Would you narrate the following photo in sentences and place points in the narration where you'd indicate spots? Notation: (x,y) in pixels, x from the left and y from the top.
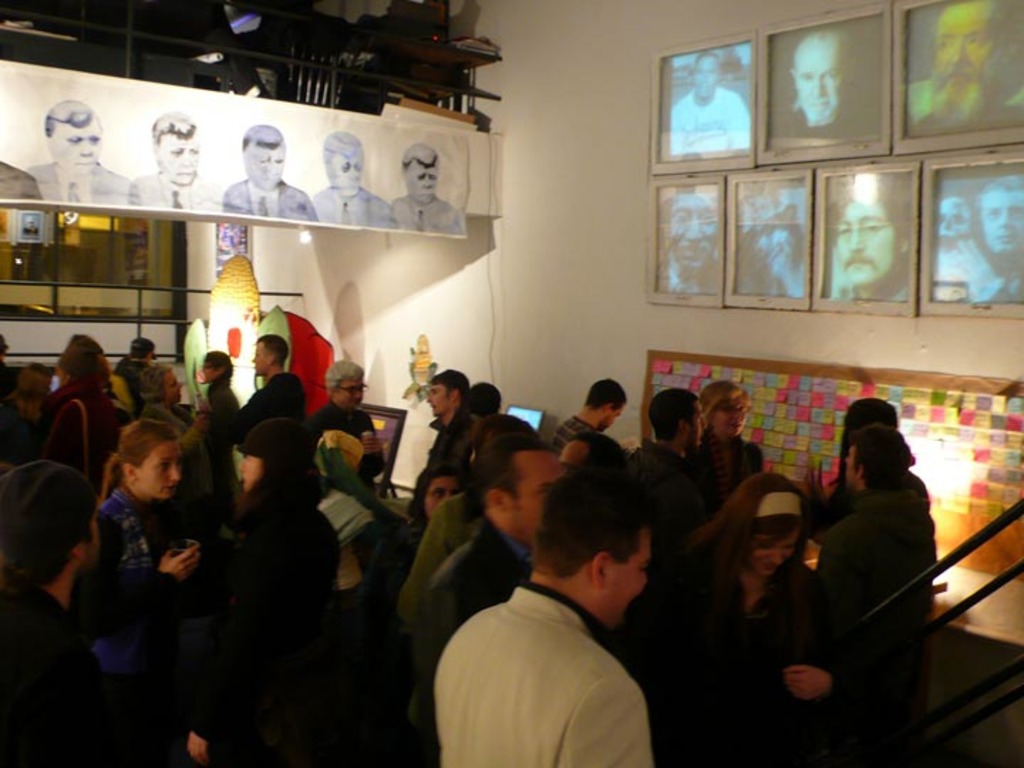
In the foreground of the picture (496,458) we can see people (357,527), hand railing (954,613). On the right (770,186) there are frames (803,178), sticky notes (799,407) and wall (589,217). On the left (219,203) there are posters (190,203), wall (206,267), railing (93,287), frame (396,426), chair (307,74), table (970,613) and various objects (221,304).
